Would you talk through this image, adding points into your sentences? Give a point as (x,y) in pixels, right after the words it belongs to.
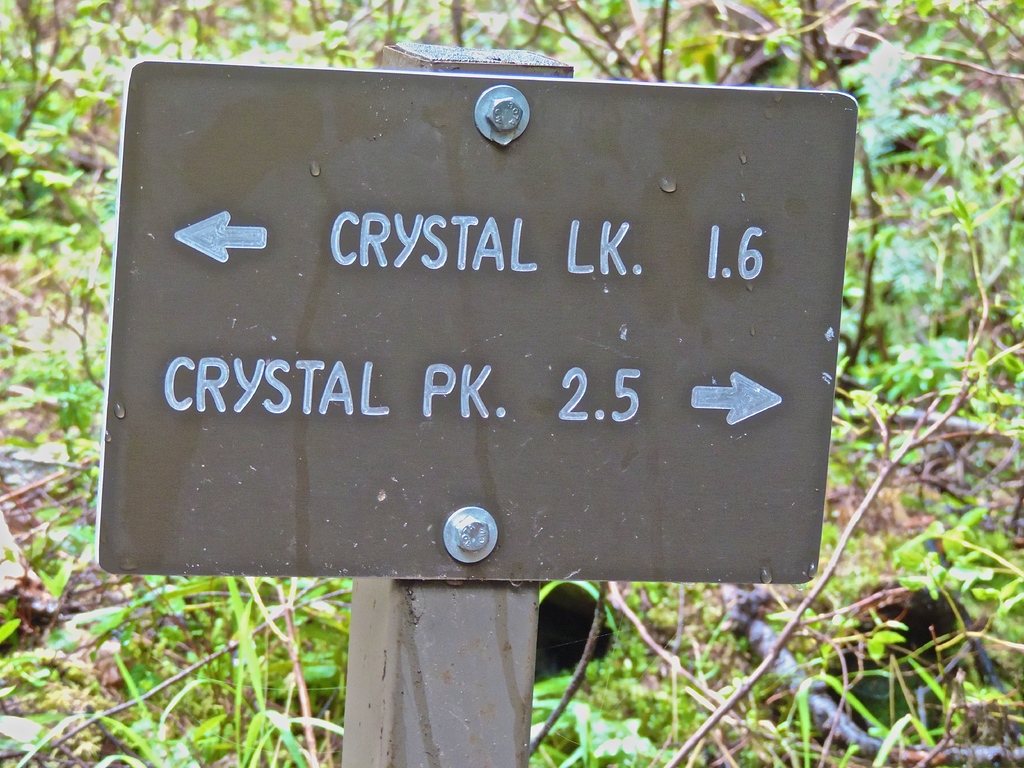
This picture shows a display board (542,86) fixed to the wood (532,70) and we see plants (660,716) and text (482,253) on the board (348,252).
